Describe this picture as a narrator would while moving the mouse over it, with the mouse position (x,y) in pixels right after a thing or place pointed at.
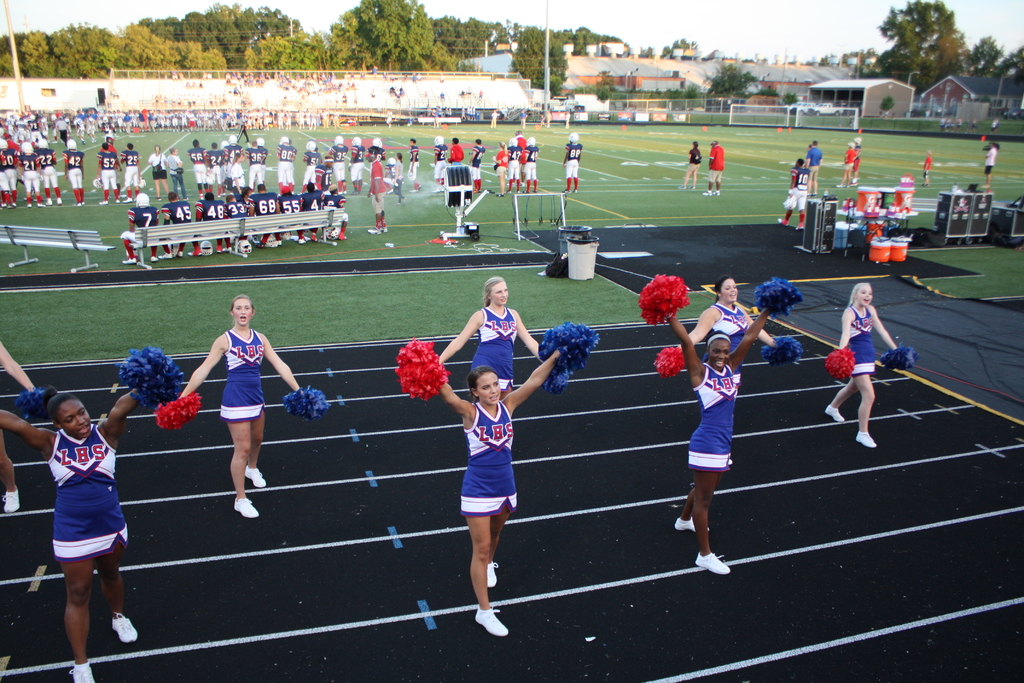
In this image we can see these cheer girls (60,528) wearing blue dress (60,528) are holding pom pom cheer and standing on the ground (881,376). Here we can see many people (154,214) on the ground (498,216), we can see trash cans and a few more things (945,224) kept on the ground (598,295). In the background (187,105), we can see the stadium (82,93), house (960,78), cars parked here, trees (53,45) and the sky (665,45).
